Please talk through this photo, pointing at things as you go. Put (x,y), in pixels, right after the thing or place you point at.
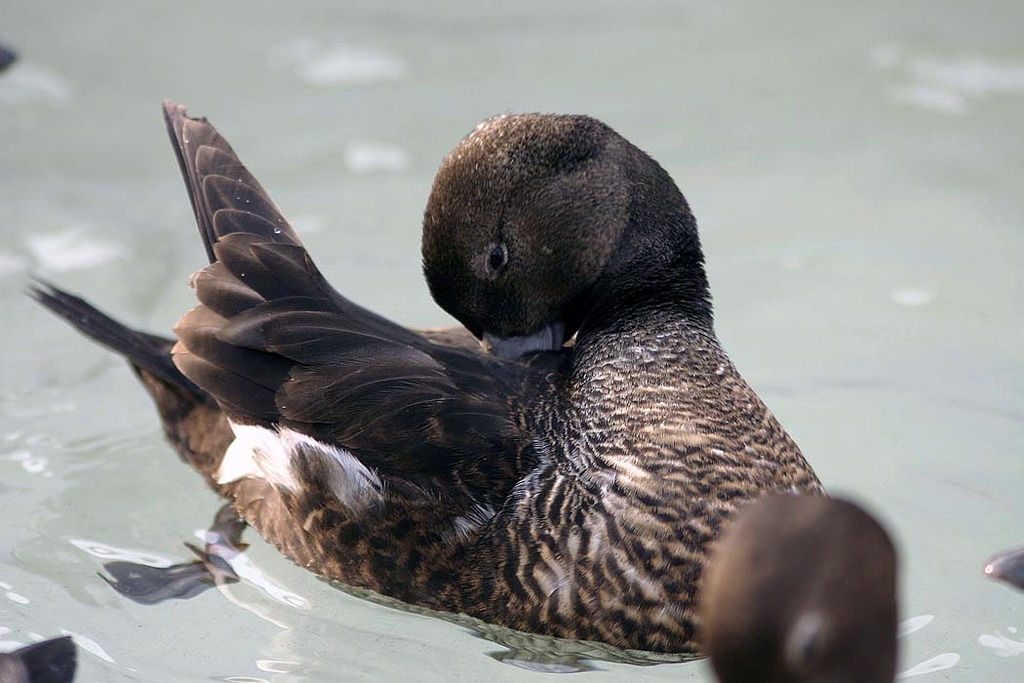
In the middle of the picture (637,311), we see a duck (359,396) is swimming in the water (817,442). At the bottom (717,539), we see the head (729,523) of the duck (707,581). In the background (51,270), we see water (312,165) and this water (420,90) might be in the pond (928,310).
